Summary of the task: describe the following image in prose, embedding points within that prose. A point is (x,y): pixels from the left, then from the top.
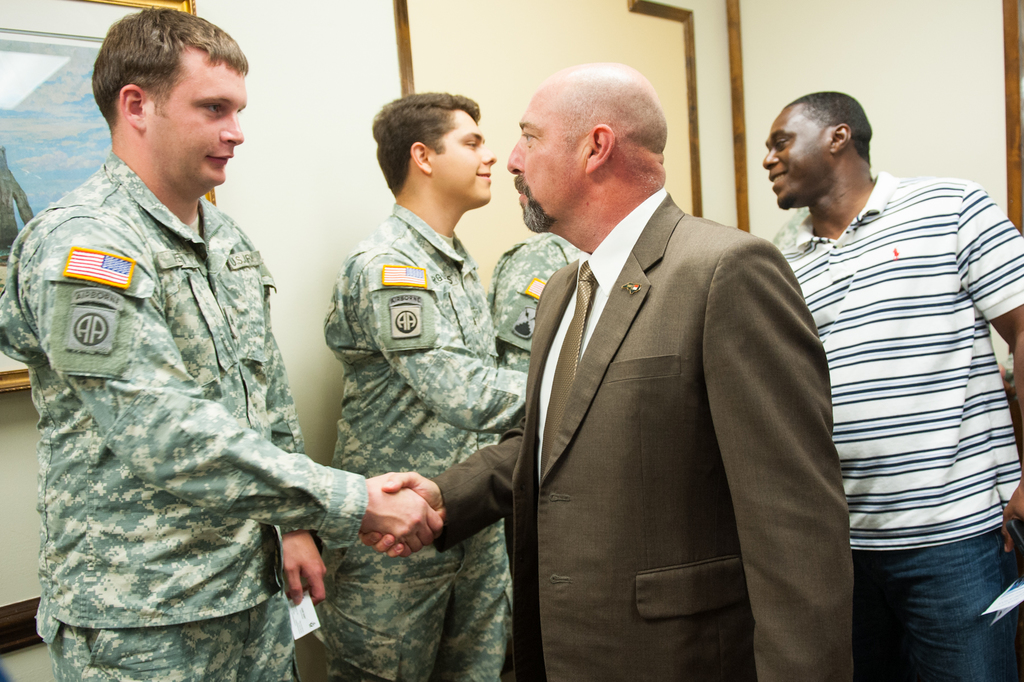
Here I can see few men (527,299) standing, shaking their hands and looking at each other. At the back of these people (755,268) there is a wall (392,28) to which a frame (41,89) is attached.
